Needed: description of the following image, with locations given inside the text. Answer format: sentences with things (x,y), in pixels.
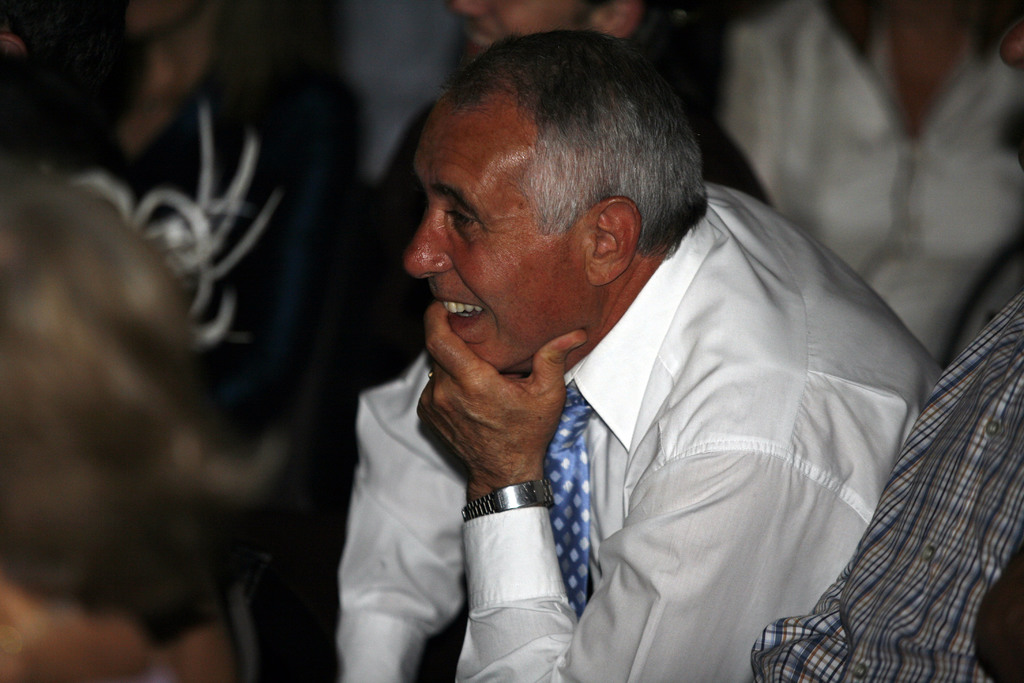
In the center of the image (660,439) we can see a person (635,444) sitting. We can also see a group of people (889,564) sitting around him.
